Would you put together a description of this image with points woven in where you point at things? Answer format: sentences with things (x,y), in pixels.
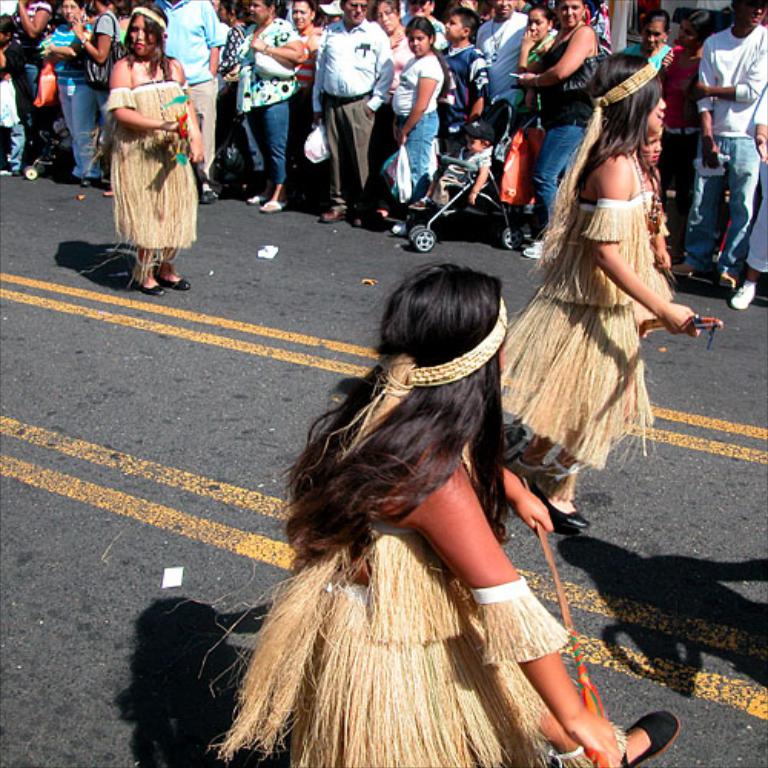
This picture shows three woman (361,767) performing on a road (83,501) and group of people (179,52) watching them.
